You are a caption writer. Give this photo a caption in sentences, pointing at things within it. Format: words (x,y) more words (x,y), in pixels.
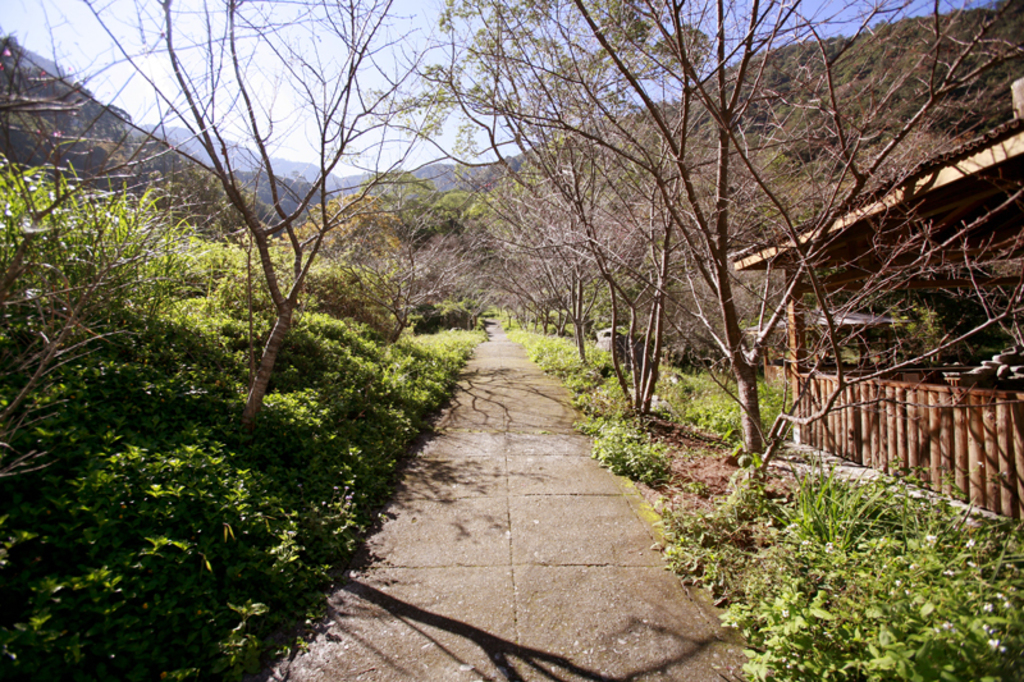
In this picture we can see small walking passage (411,473) in the image around we can see some plants (383,309) and trees (414,193). In the background (783,73) we can see some mountains (358,183). On the right side (928,201) there is a wooden shed house (949,190).
